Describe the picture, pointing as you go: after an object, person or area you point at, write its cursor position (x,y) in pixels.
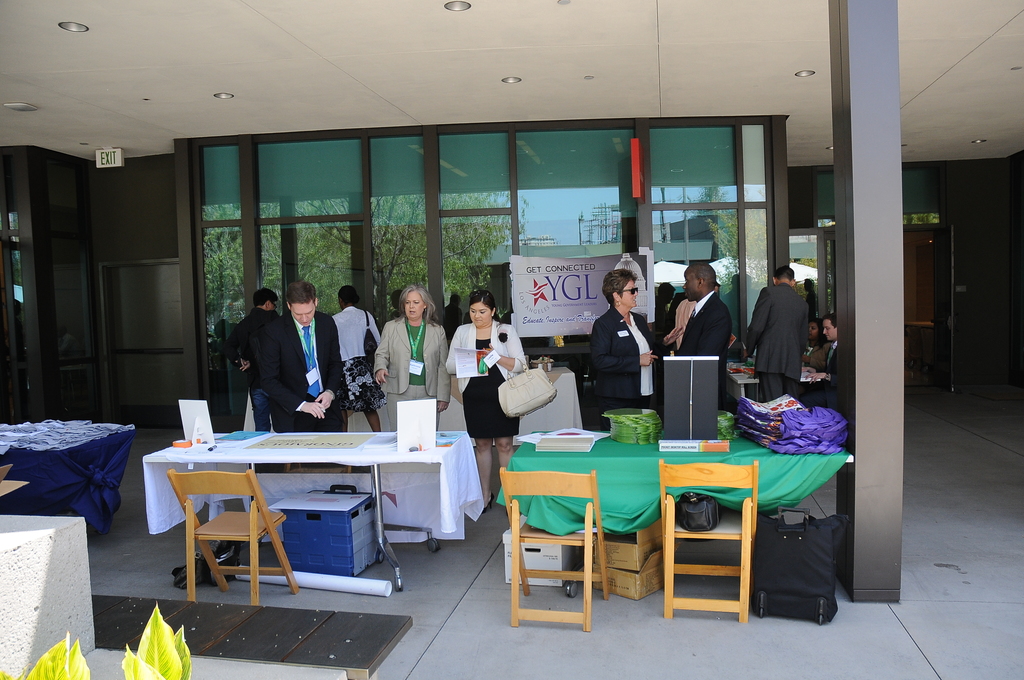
This is a ceiling (556,57), pillar (874,145) and a floor (641,650). Here we can see few persons (785,359) standing in front of a table (801,455) and chairs (253,567) and on the tables (284,454) we can see boards (195,407). Under the chair (549,540) we can see bags (825,583) and boxes (365,532). this is a exit sign board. This is a door (115,296).
